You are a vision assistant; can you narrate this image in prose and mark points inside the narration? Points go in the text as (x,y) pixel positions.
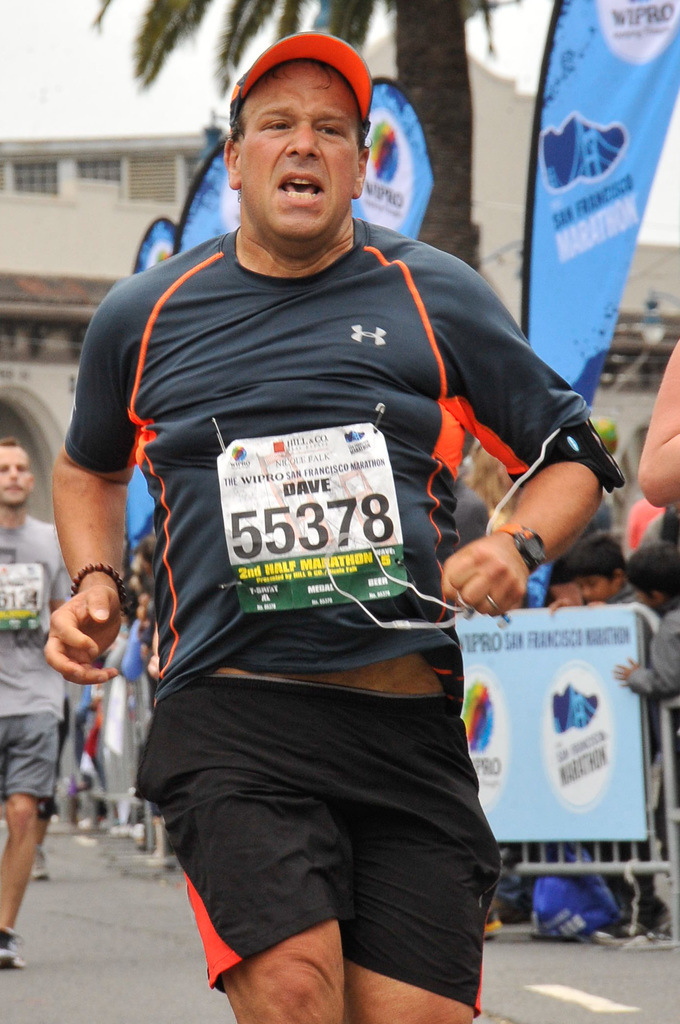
In this image there is a man (256,473) with a cap (327,38) and he is running on the road (108,979). In the background (645,514) we can also see few people (14,681). Image also consists of hoarding (589,716), fence (649,826), building (133,191) and also tree (443,237). Sky (78,80) is also visible.
